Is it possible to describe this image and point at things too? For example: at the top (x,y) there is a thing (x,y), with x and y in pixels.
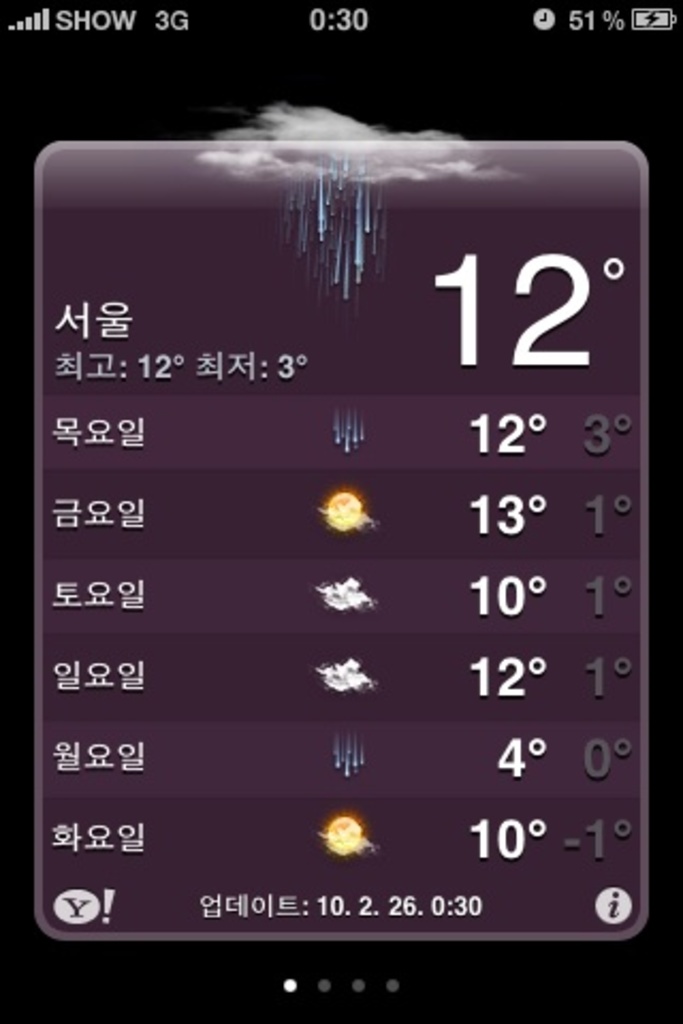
In this image, we can see the screen (254,419). On this screen (344,777), we can see text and symbols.
